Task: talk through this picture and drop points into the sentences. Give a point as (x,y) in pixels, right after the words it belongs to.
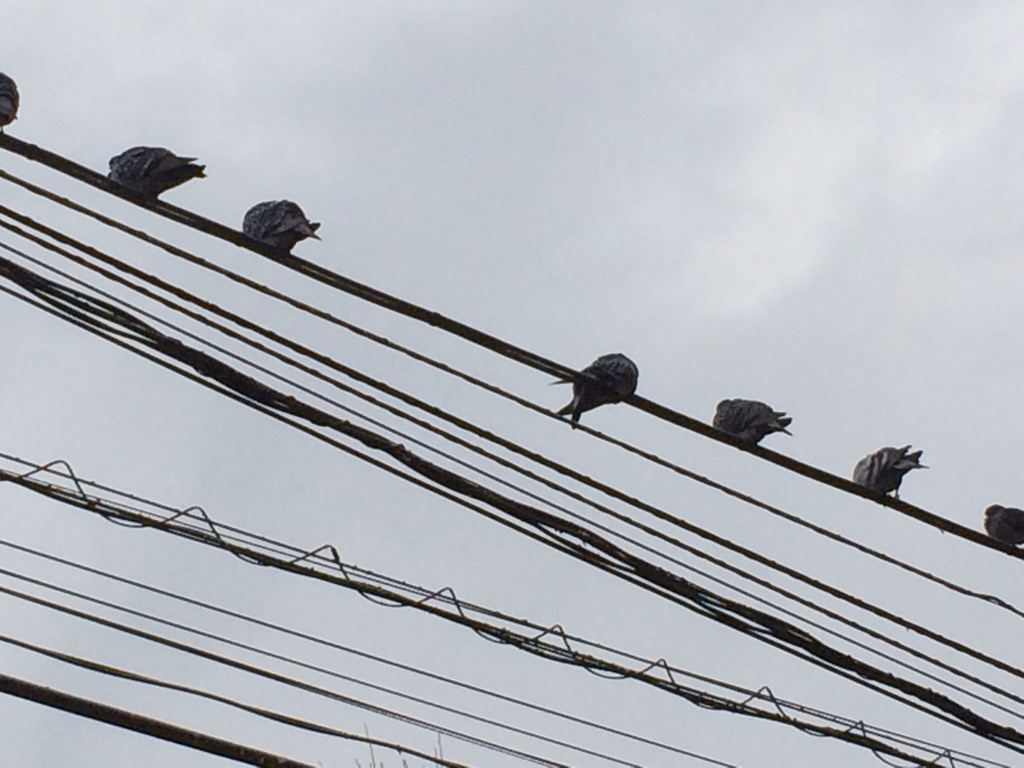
In this image I can see number of wires (405,453) in the front (530,509) and on one wire (636,403) I can see few birds (628,372). In the background (319,294) I can see clouds (610,141) and the sky (453,354).
